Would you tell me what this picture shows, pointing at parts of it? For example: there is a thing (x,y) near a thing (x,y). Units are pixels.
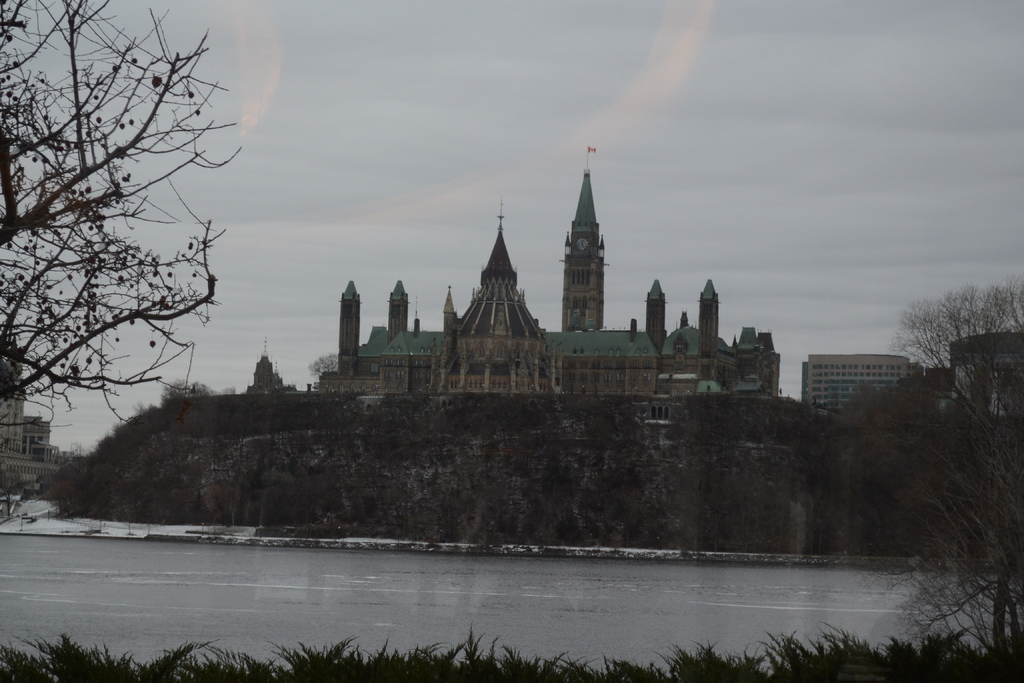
In this picture we can see water (464,593), few trees (533,538) and buildings (480,365), in the background (800,281) we can see clouds (807,292).
